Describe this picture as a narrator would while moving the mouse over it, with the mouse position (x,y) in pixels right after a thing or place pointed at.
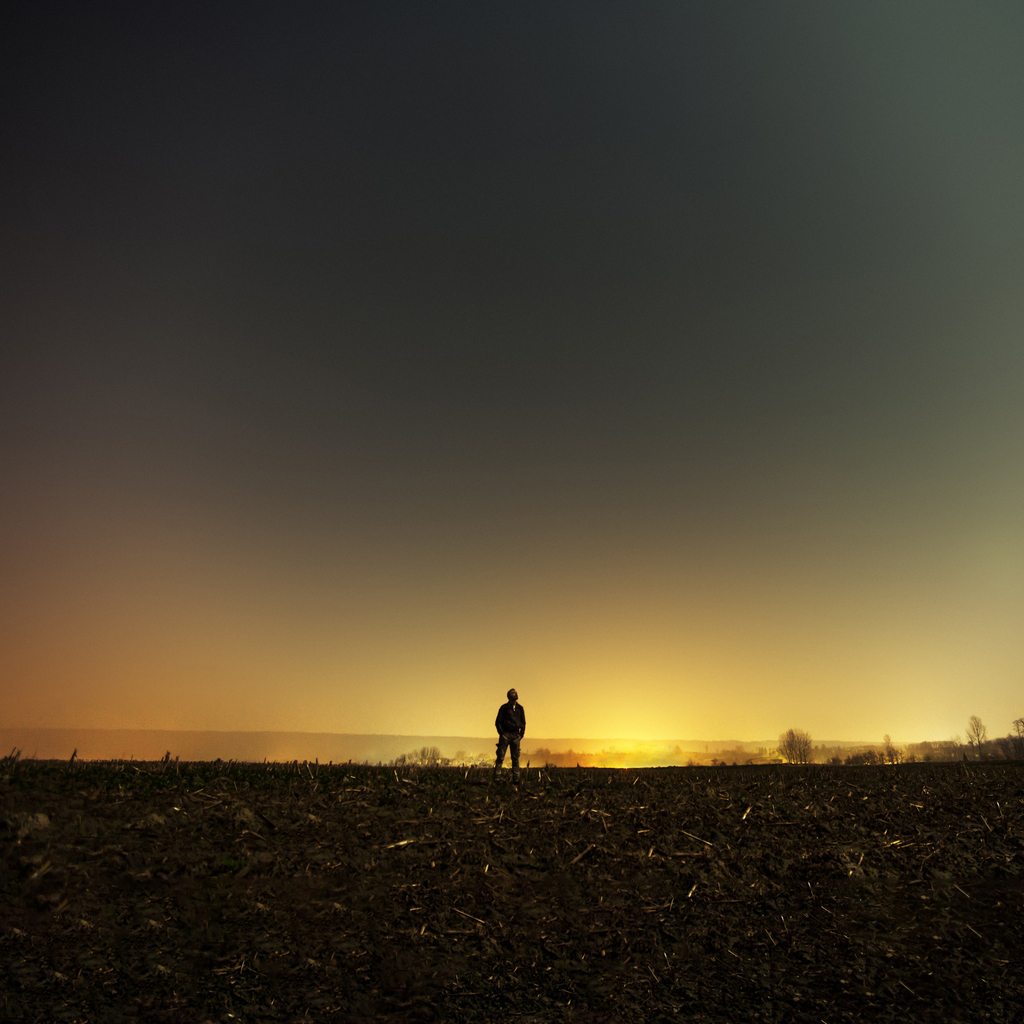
In the foreground of this image (560,774), there is a man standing on the ground (519,807). In the background (602,715), there are golden and orange color lights (451,658). At the top (523,117), there is the sky (440,161).
